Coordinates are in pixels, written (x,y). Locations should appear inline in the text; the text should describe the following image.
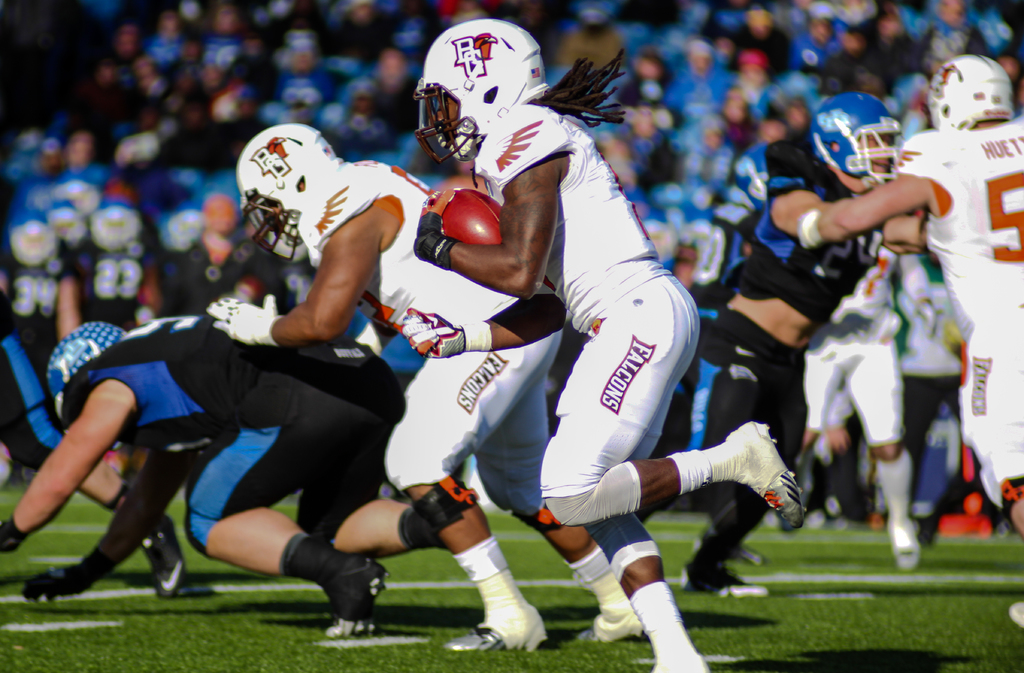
In this picture I can see a group of people (658,407), they are looking like playing the football.
